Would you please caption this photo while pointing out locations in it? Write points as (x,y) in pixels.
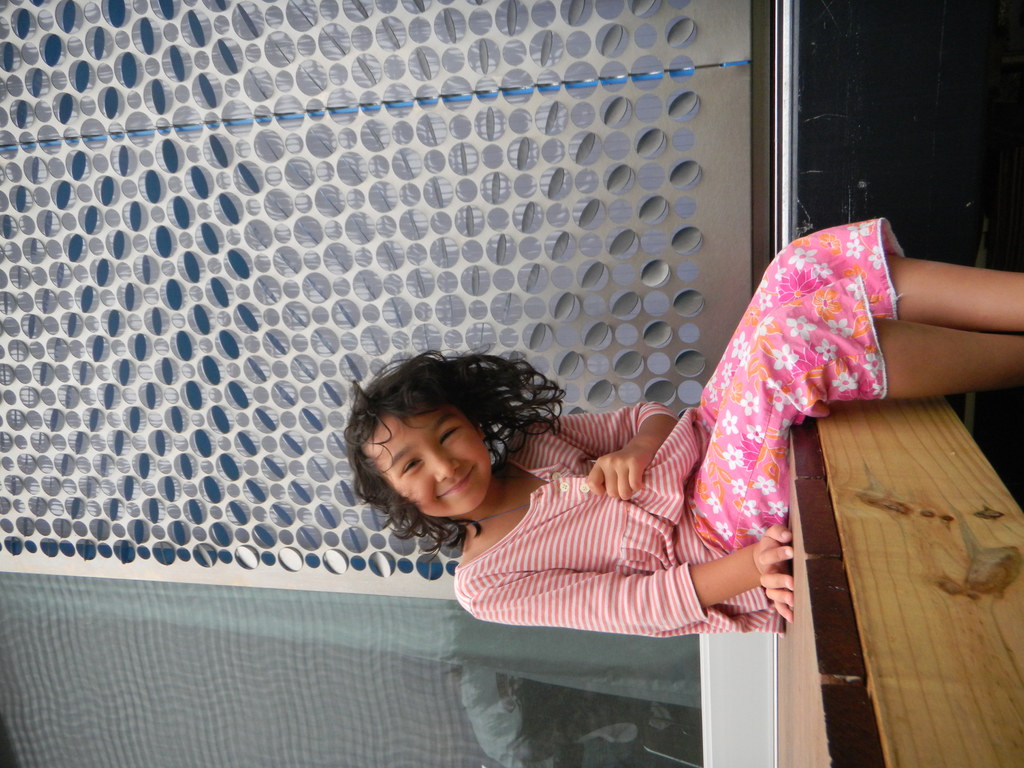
In this image a girl (693,626) is sitting on the wooden furniture (853,571). She is wearing pink top (584,559). Behind her there is a wall (481,197) having few design (274,296) on it.
